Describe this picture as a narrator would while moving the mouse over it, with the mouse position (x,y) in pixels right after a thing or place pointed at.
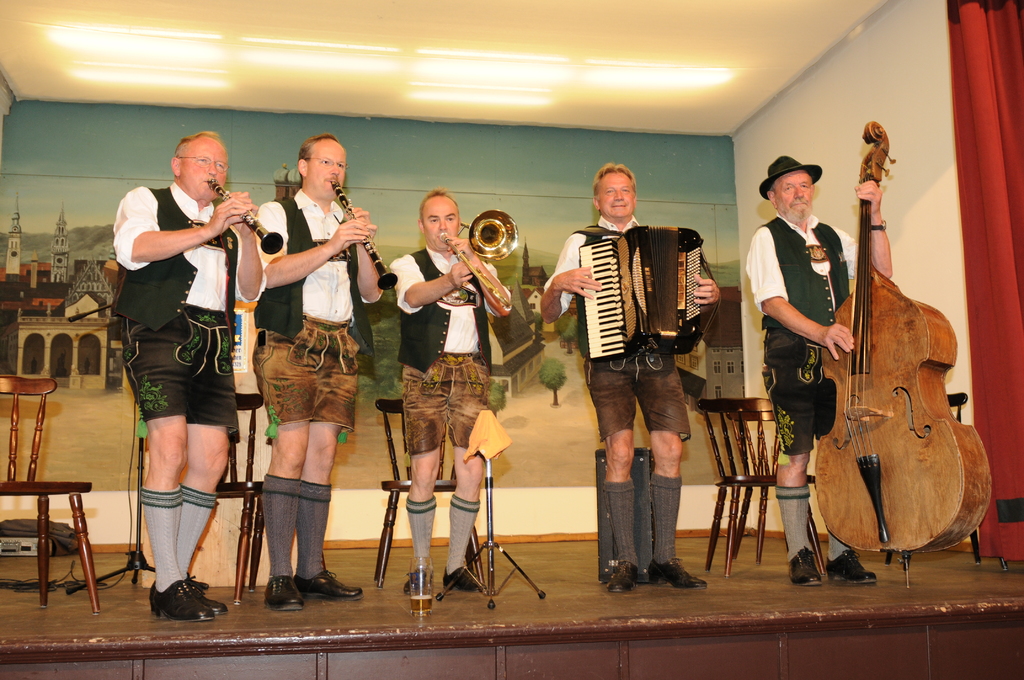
This image is taken indoors. At the bottom of the image (342,606) there is a dais (506,612). In the middle of the image (415,405) five men (348,280) are standing on the dais (388,581) and playing music with the musical instruments (907,494). In the background (59,419) there are a few empty chairs (77,488) and there is a wall (75,263) with a painting (78,340) on it. At the top of the image (445,55) there is a ceiling (639,45) with lights (199,38). On the right side of the image (994,342) there is a curtain (999,284).
